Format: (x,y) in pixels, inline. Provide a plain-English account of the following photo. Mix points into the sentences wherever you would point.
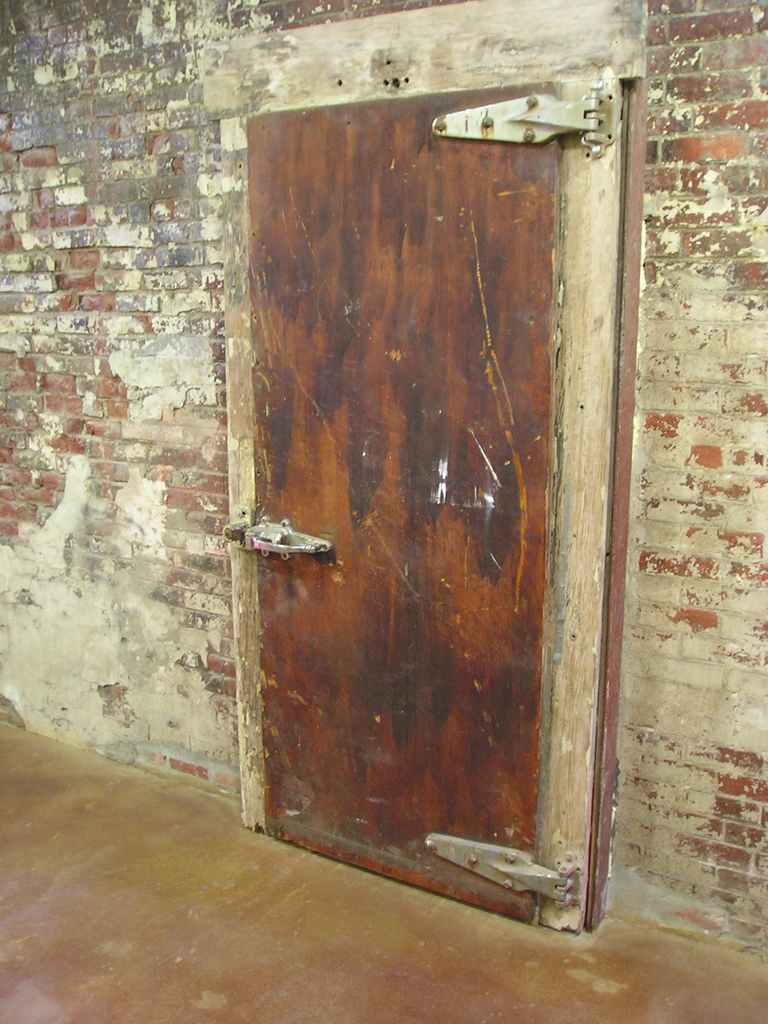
In this picture we can see a brick wall (97,426), there is a door (399,360) here.
